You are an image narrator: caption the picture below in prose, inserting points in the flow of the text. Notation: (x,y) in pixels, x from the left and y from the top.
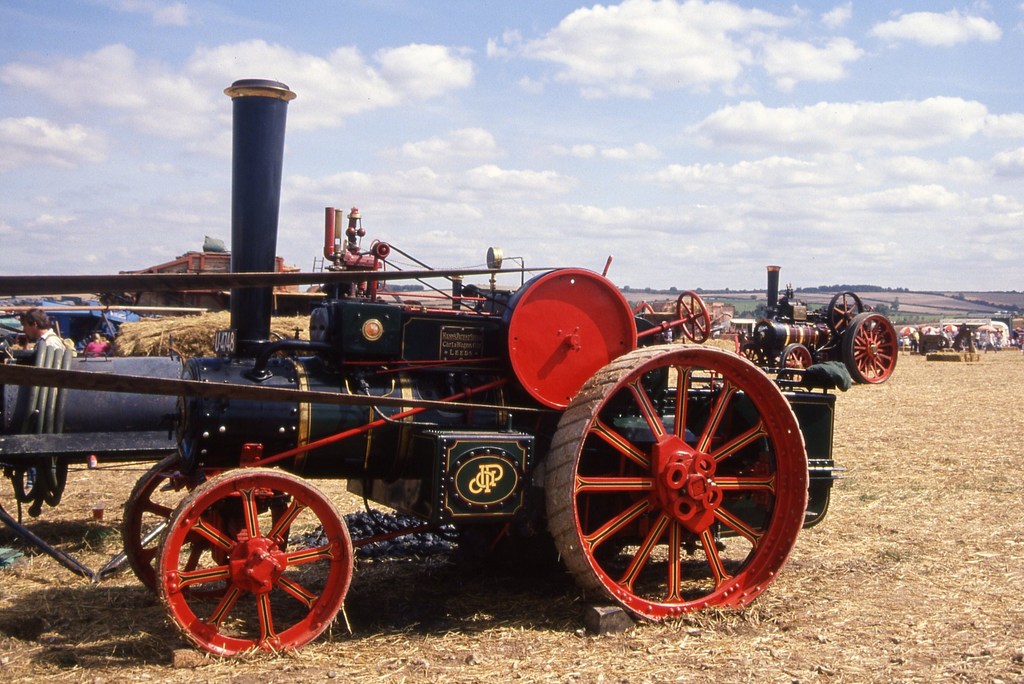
In the foreground of the picture (304,504) there is a machine (282,432) and there are stones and dry grass (687,588). In the center of the picture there are machinery (793,325), people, tents (932,330) and other objects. In the background (737,291) there are trees (808,291) and fields (710,293). Sky (527,142) is sunny.
